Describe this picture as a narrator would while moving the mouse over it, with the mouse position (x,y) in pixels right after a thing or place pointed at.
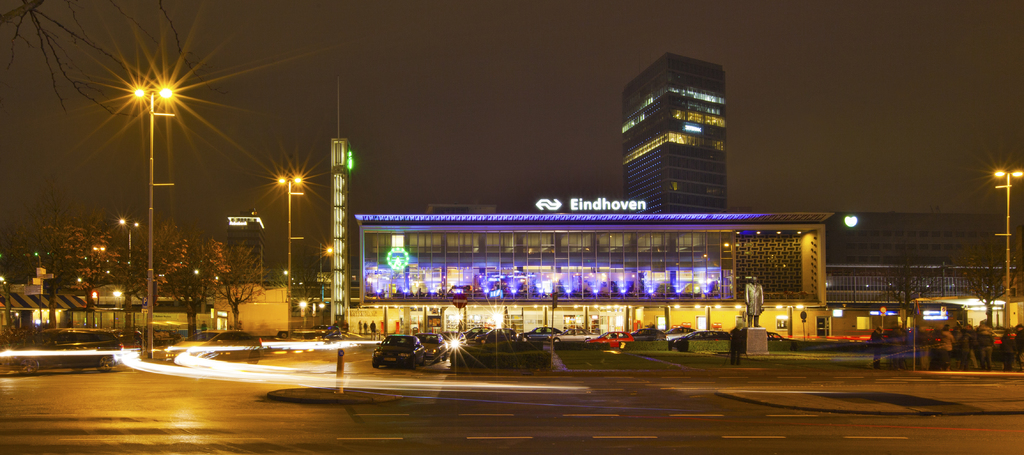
This image is clicked outside. There is a building (483,297) in the middle (441,264). There are trees (968,289) in the middle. There are cars (551,328) in the middle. There is sky (601,35) at the top (582,62). There are lights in the middle (397,240).
